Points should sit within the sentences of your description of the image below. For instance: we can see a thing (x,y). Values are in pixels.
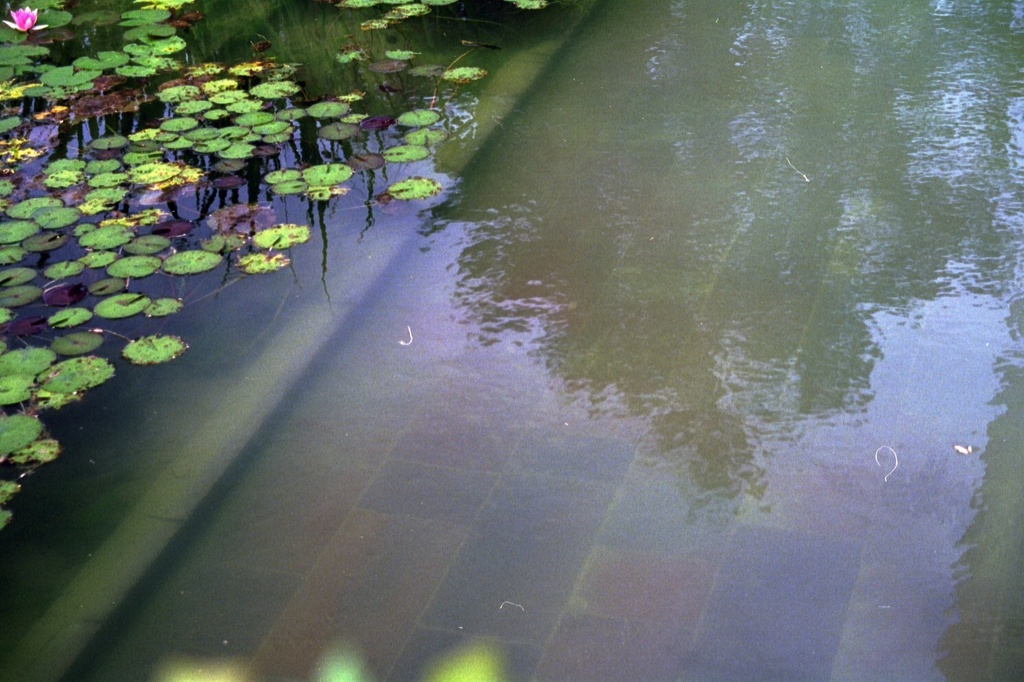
In this image, we can see plants (106,147) in the water (206,119) and there is a flower (33,24).
